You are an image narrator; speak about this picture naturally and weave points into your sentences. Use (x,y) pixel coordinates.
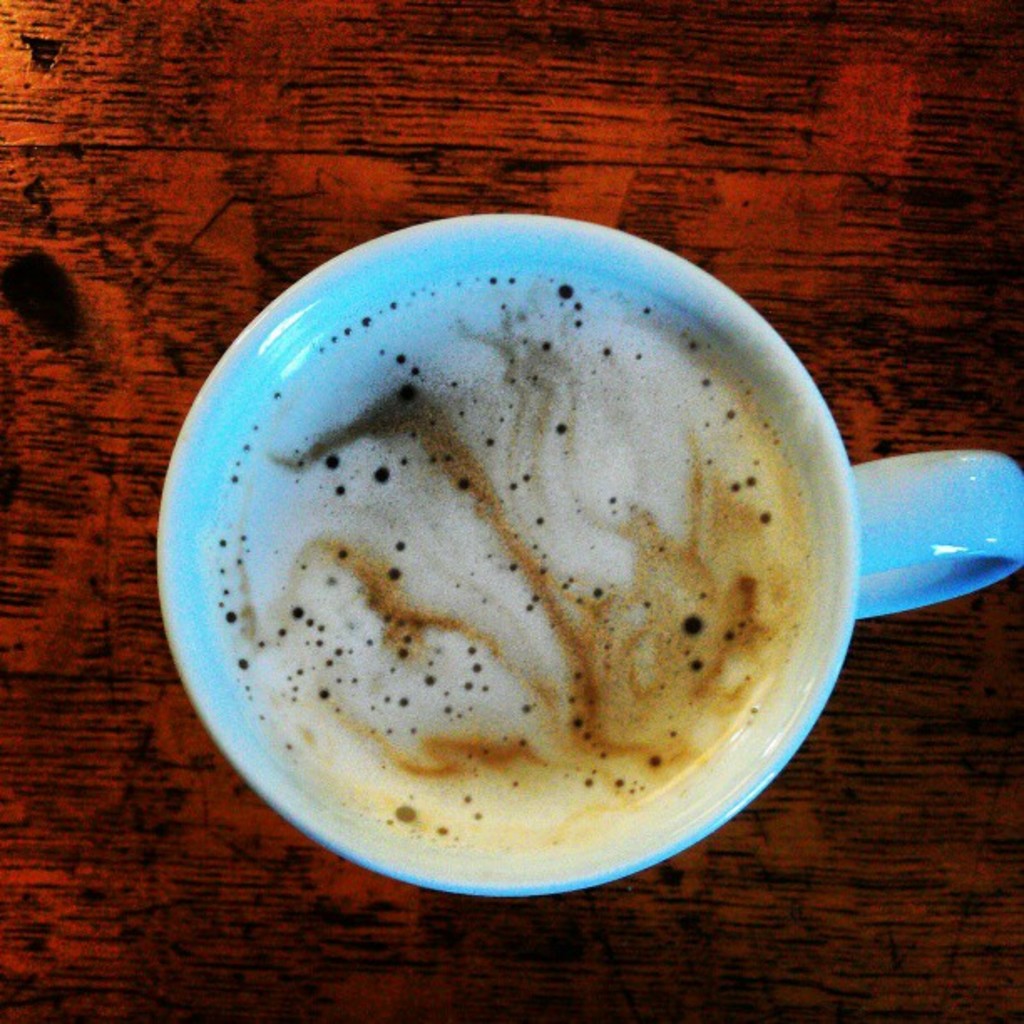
In this image there is a table (711,225) with a cup of coffee (564,556) on it.
